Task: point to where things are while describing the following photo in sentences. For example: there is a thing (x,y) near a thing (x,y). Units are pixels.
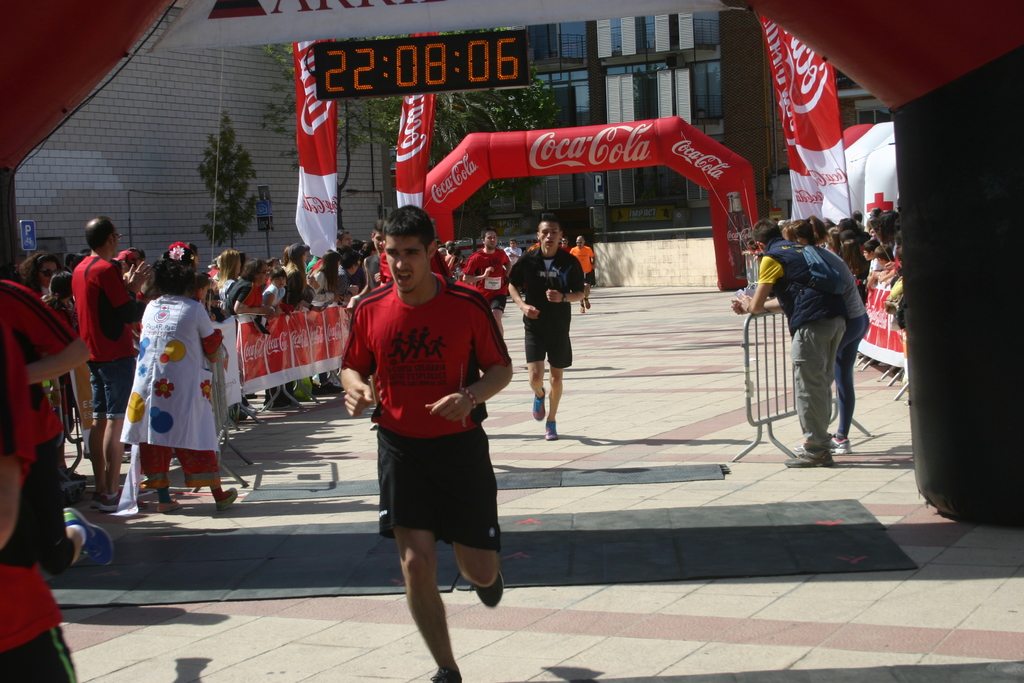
Here we can see group of people (475,417), banners (418,110), screen (403,54), hoardings (624,127), fence (745,448), and trees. There are few persons (559,370) running on the floor (643,461). In the background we can see a building (716,29).
